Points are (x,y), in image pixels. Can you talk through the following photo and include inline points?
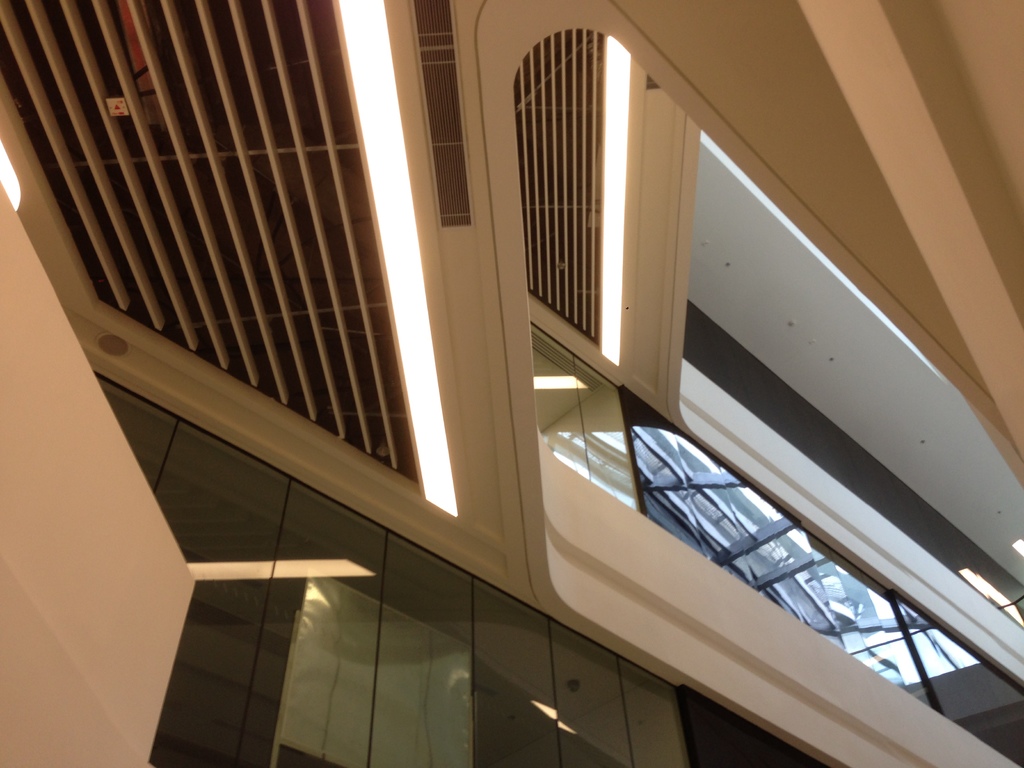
I think this is the inside view of a building (566,542). These are the air conditioners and the lights (371,7). At the bottom of the image (324,590), I can see the glass doors (356,659) with the reflection (307,591) of the lights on it. These are the walls (83,595).
